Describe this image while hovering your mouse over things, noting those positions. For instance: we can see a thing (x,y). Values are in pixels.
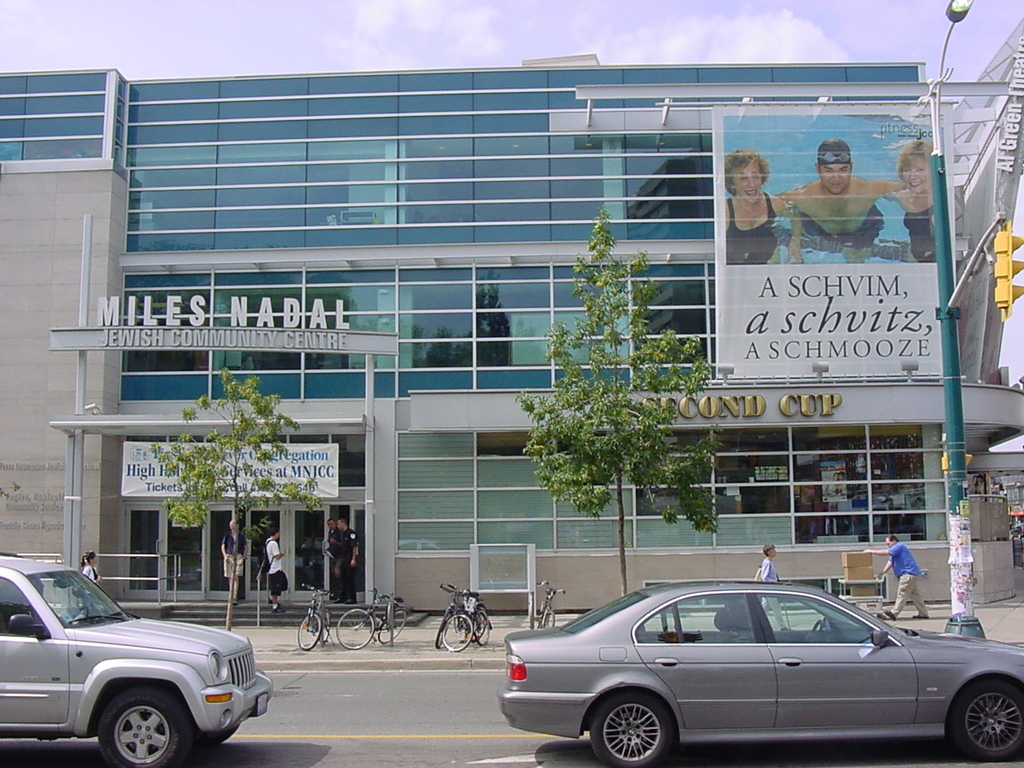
In this image we can see the front view of the glass building (340,123). We can also see the banner (166,466) with text (305,465) and also the hoarding (834,163) with the image (857,214) and also the text (828,327). There is also a pole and also trees (633,362) and some bicycles (549,614) parked on the path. At the top (445,45) there is sky (581,20) with the clouds (806,38) and at the bottom (133,655) we can see the vehicles (790,652) passing on the road (414,699). We can also see a few people (225,536).
